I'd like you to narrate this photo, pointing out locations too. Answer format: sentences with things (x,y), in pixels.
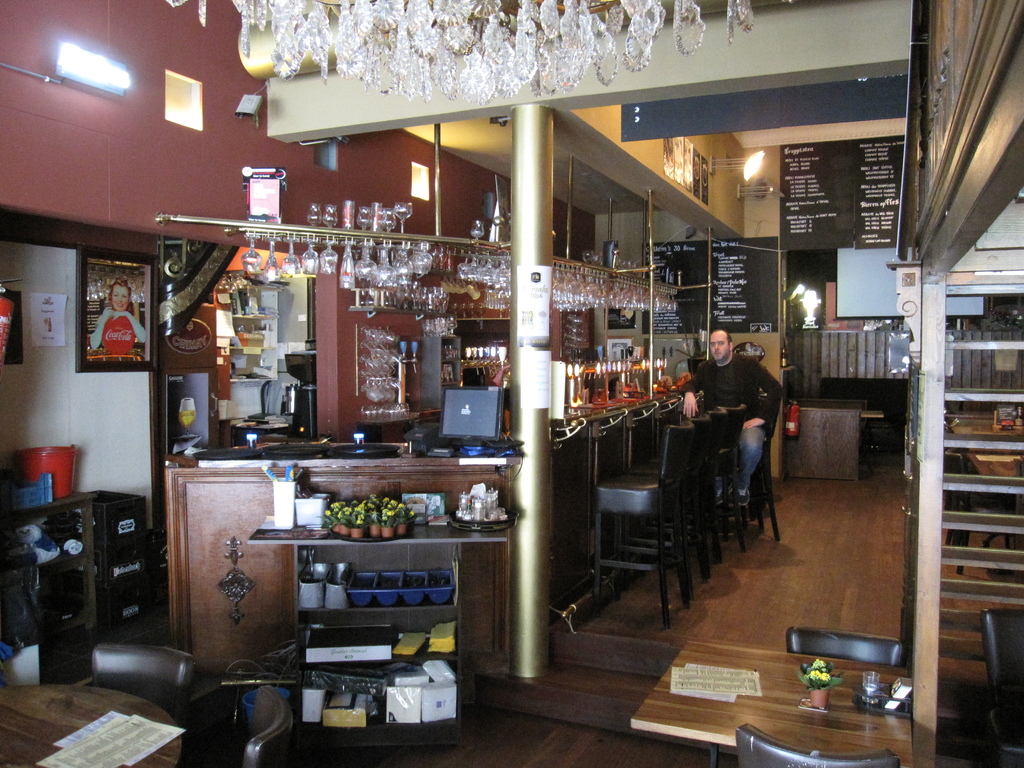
In the center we can see one man (727,397) sitting on chair (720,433). Beside him we can see big table (593,411), on table (586,422) we can see glasses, tab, candles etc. On the left (116,471) we can see speakers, frames (112,355), wall (175,187), light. On the right (882,678) we can see one more table (851,723), chairs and board (844,232) and full of objects (710,690) around him.
